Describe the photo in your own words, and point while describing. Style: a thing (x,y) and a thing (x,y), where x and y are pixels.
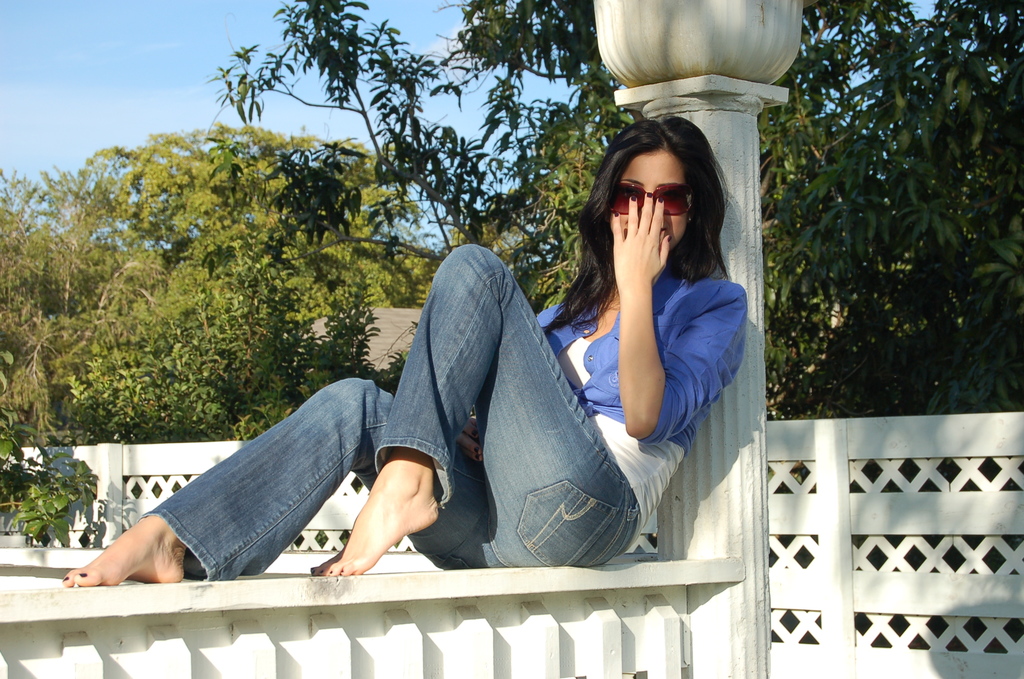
In this picture, we can see a woman (682,198) sitting on the wall (603,657). In the background (182,294), we can see a pillar (745,613), trees (961,165). On the top (416,112), we can see a sky (398,20).
